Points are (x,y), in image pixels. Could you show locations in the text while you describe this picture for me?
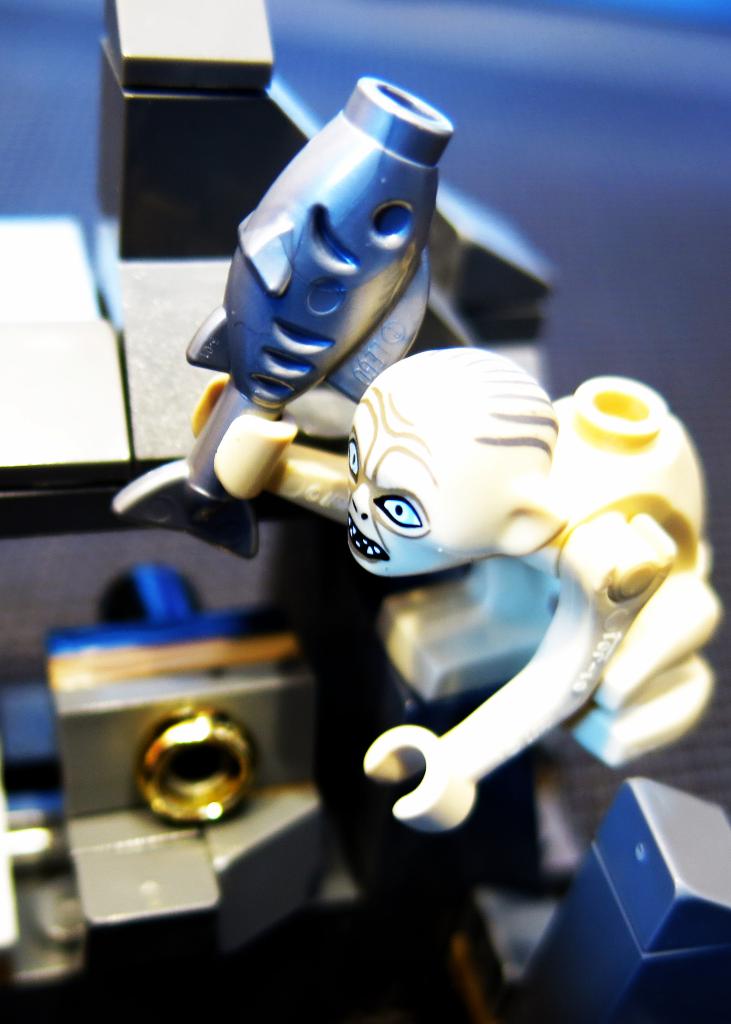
In this image we can see toys (552,609) placed on the surface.
